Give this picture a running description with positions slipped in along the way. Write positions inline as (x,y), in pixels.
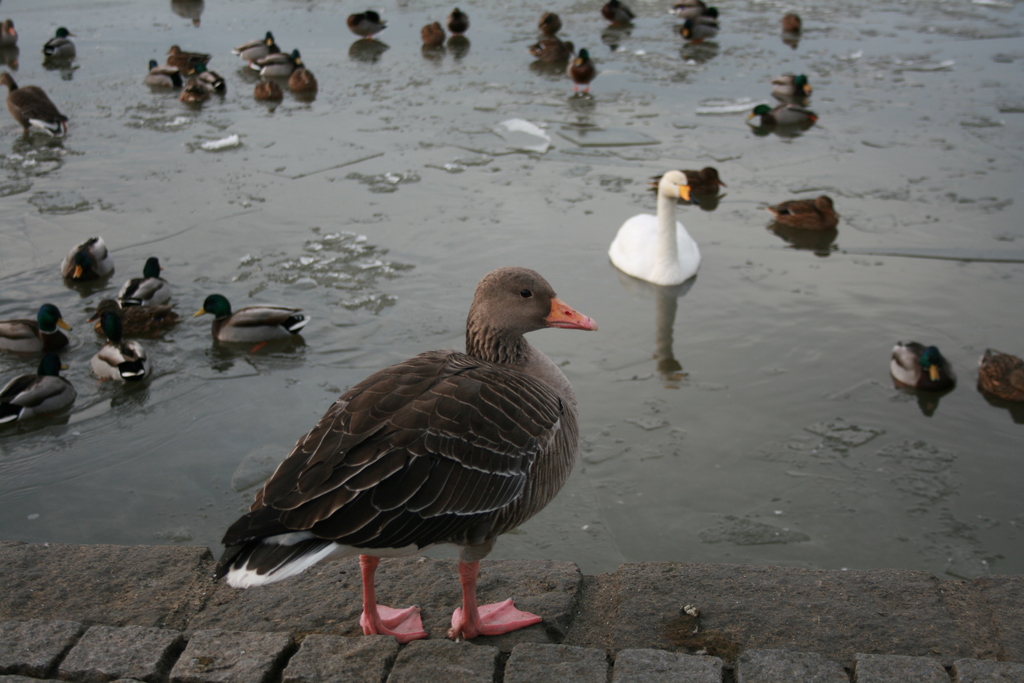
In this image we can see ducks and swan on the water (384,214). In the foreground (409,504) there is a goose (474,624) standing on the floor (584,624).
